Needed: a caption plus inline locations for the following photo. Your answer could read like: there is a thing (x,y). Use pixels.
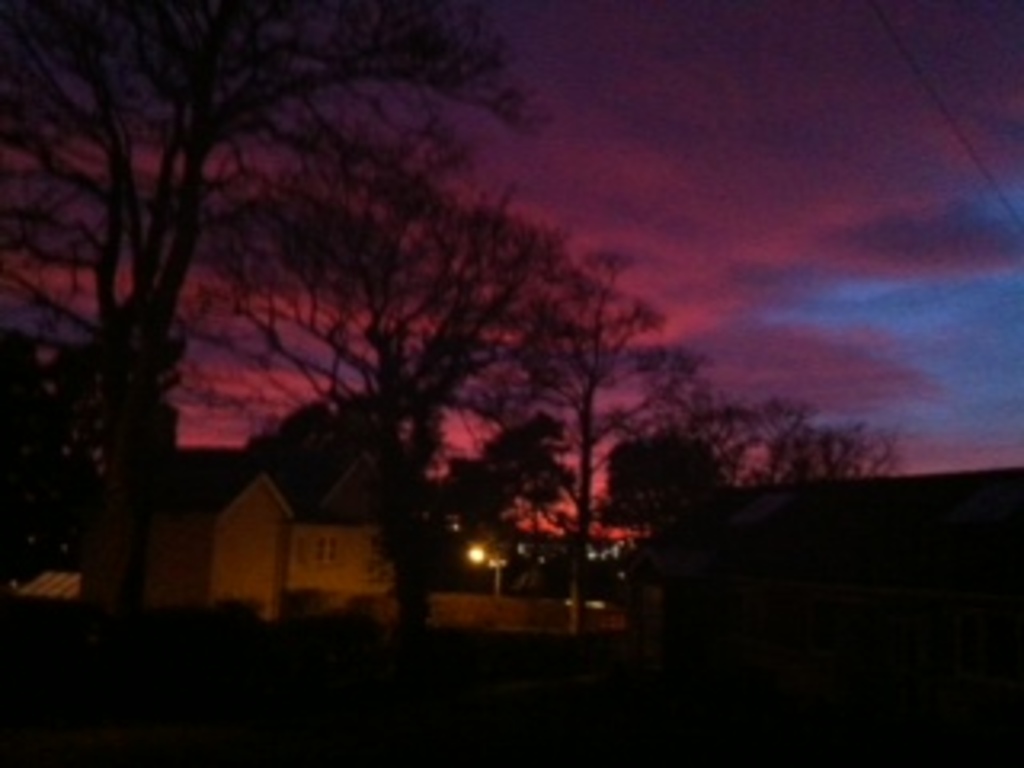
In this picture we can see houses (779,589), trees (674,538), and a light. In the background (556,516) there is sky (813,302).
